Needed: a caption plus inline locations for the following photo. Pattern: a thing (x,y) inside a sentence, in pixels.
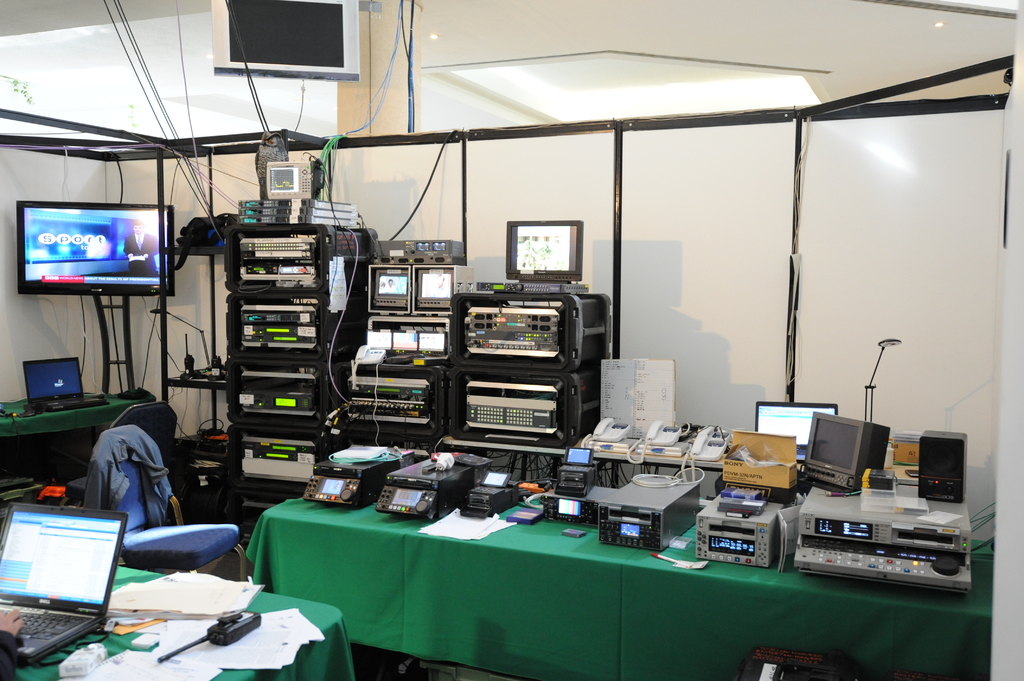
In this image there is a table (720,572) in the center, on the table (507,575) there are some machines (412,499) and in the background (565,422) also there are some machines (382,376) and some screens (817,431), telephones (660,436), computers (804,421), boxes (790,452), wires (643,477) and objects (227,351). And on the left side of the image (72,602) there is table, and on the table (147,579) there are some papers (161,614), phone (237,634) and laptop (51,573) and one person (13,638) is typing it seems and there is a chair (126,471). On the chair (132,466) there is cloth (129,453), and in the background (72,275) there is a television (72,275), laptop (45,403), table (68,427) and some machines (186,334), wires (205,208) and at the top (269,48) also there is one television (316,63) and in the center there are some boards (350,187). At the top (269,80) there is ceiling (899,72) and in the center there is a pillar (386,58) and some wires (411,95) and also we could see lights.
